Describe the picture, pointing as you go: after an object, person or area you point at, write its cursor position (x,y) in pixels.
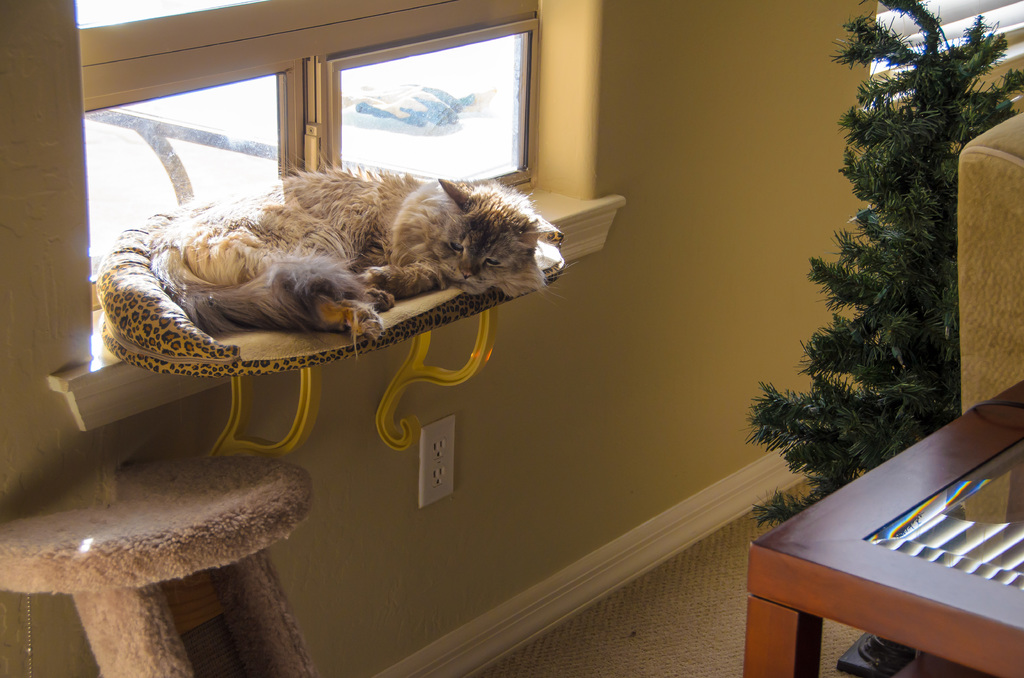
In the image we can see there is a cat (284,263) who is sleeping on the cat bed (155,330).
